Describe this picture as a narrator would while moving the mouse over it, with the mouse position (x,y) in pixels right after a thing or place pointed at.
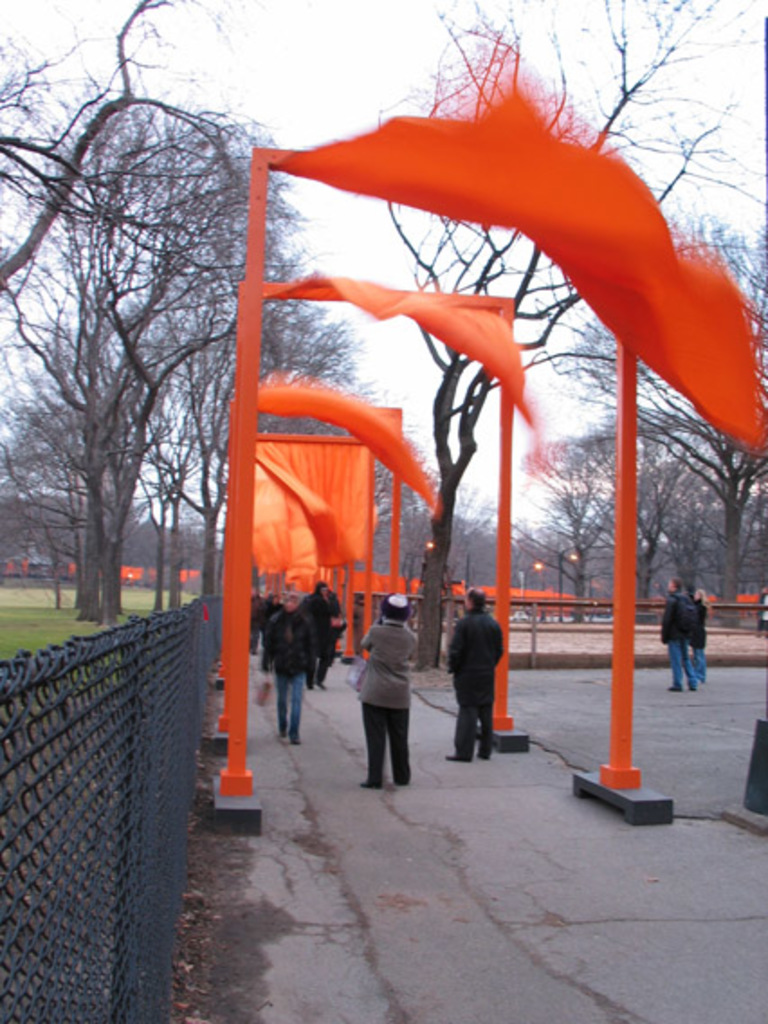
In this image, we can see some people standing and there are some people (287,648) walking, at the left side (65,831) there is a black color fencing (142,858), we can see some trees (171,338), at the top (365,66) there is a sky (346,125).
